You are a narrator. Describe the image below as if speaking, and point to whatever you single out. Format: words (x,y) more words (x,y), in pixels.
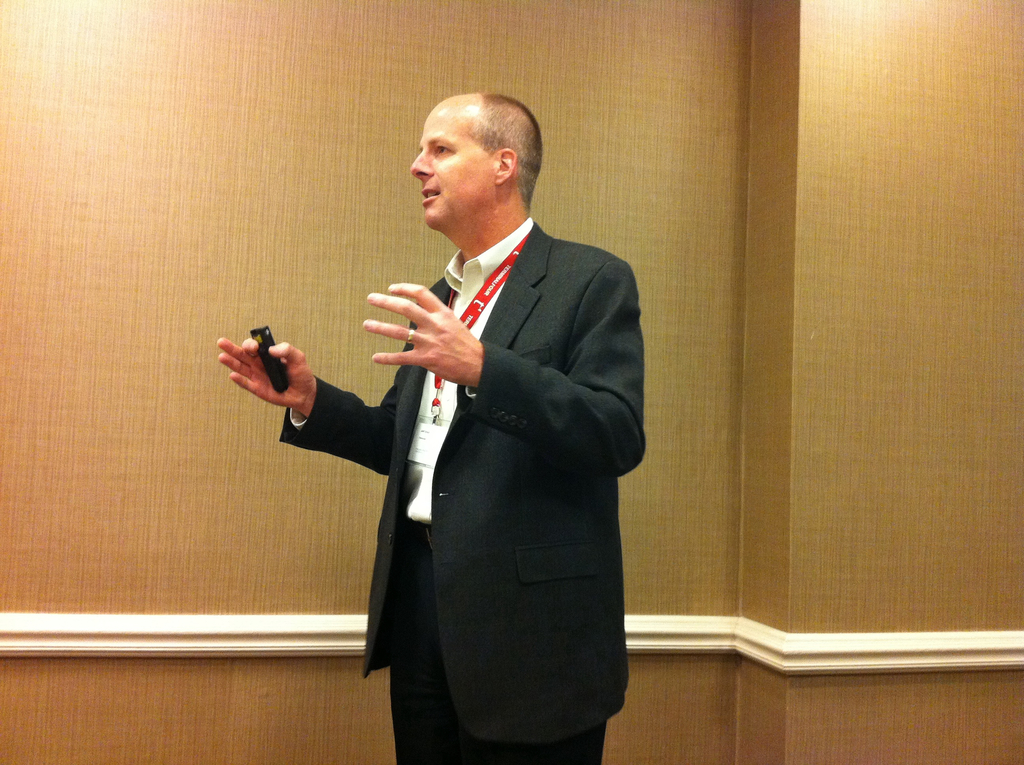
In the center of this picture (554,332) we can see a person (473,487) wearing suit (537,443), holding an object (270,380) and standing. In the background (662,435) we can see the wall (619,184).
